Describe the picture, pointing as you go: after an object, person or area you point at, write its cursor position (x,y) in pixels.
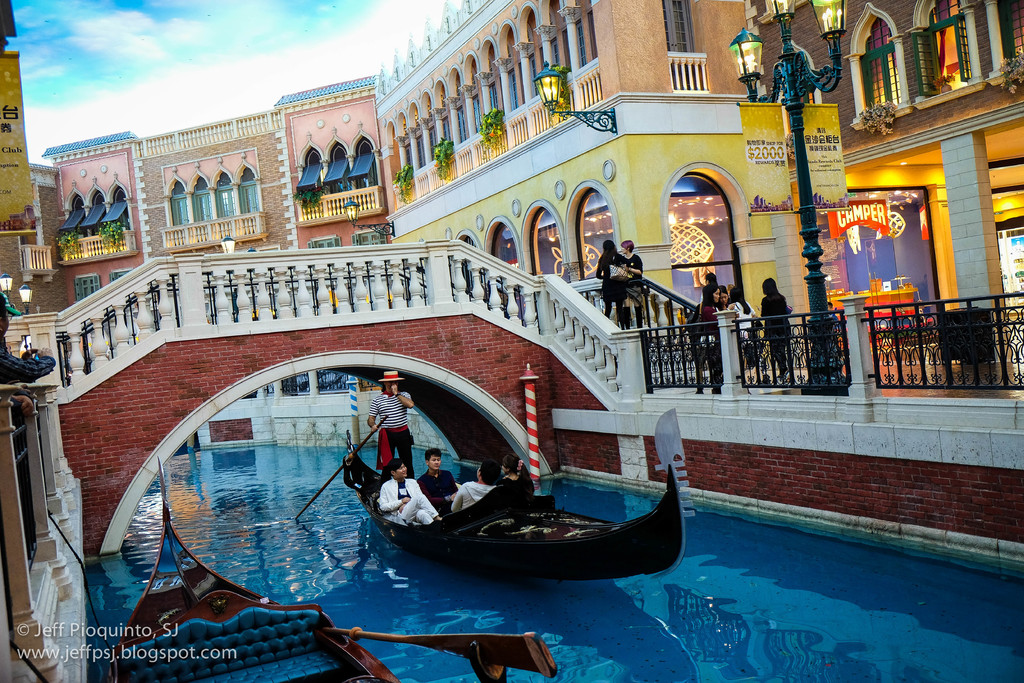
Here we can see the buildings (873,17), on the top we have a blue cloudy sky (37,52) and down to it we can see a foot over bridge (79,319). under the bridge (79,319) we can see a boat (387,522) travelling with five members (399,435) in it on the right side of the bridge (331,356) we can see the pole light (832,389).
